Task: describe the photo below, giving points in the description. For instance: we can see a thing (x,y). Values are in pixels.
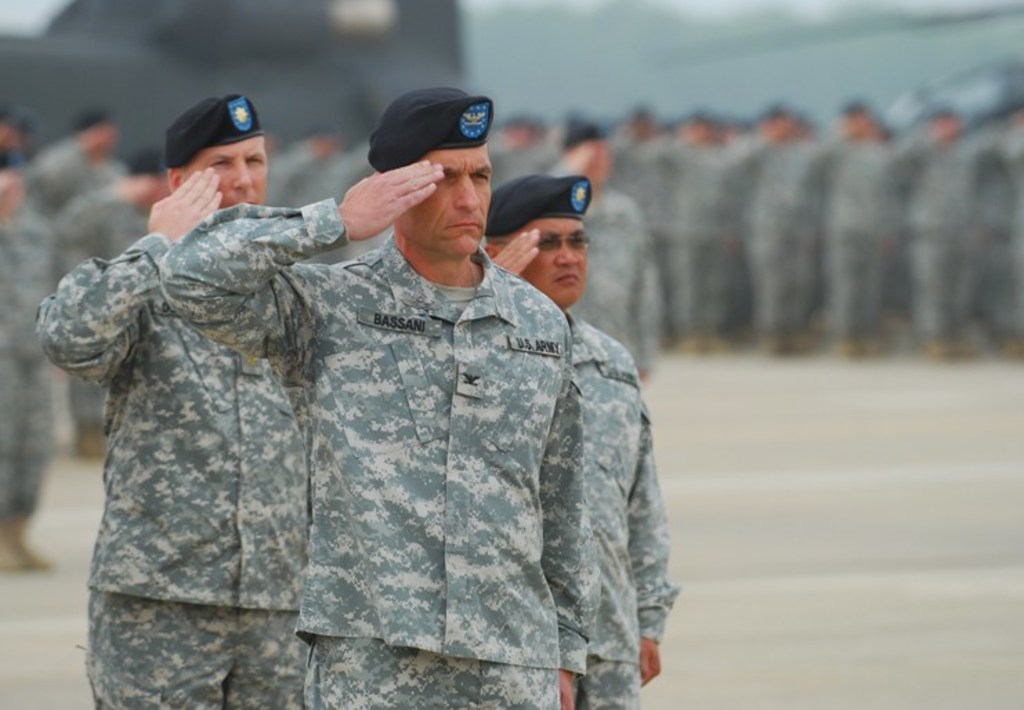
In this image I can see some army people (388,355) wearing caps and standing on the ground (709,383).
